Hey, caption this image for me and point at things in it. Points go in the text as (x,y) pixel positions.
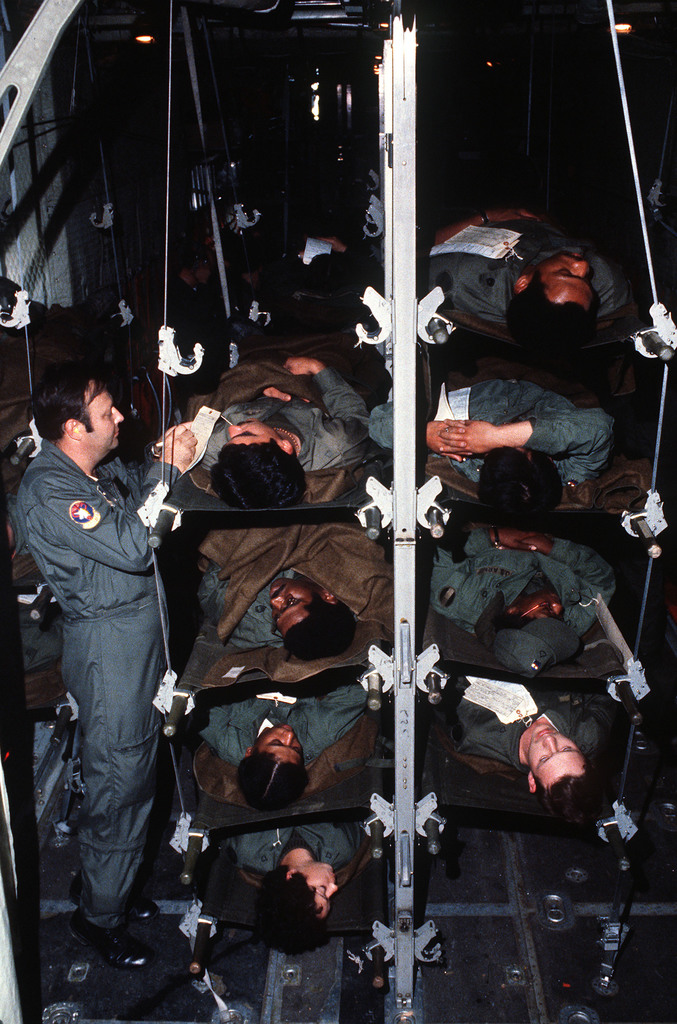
In the image there are many soldiers (263,444) laying on beds (618,664) which is one over other, on the left side (129,619) there is another man (81,434) standing.
